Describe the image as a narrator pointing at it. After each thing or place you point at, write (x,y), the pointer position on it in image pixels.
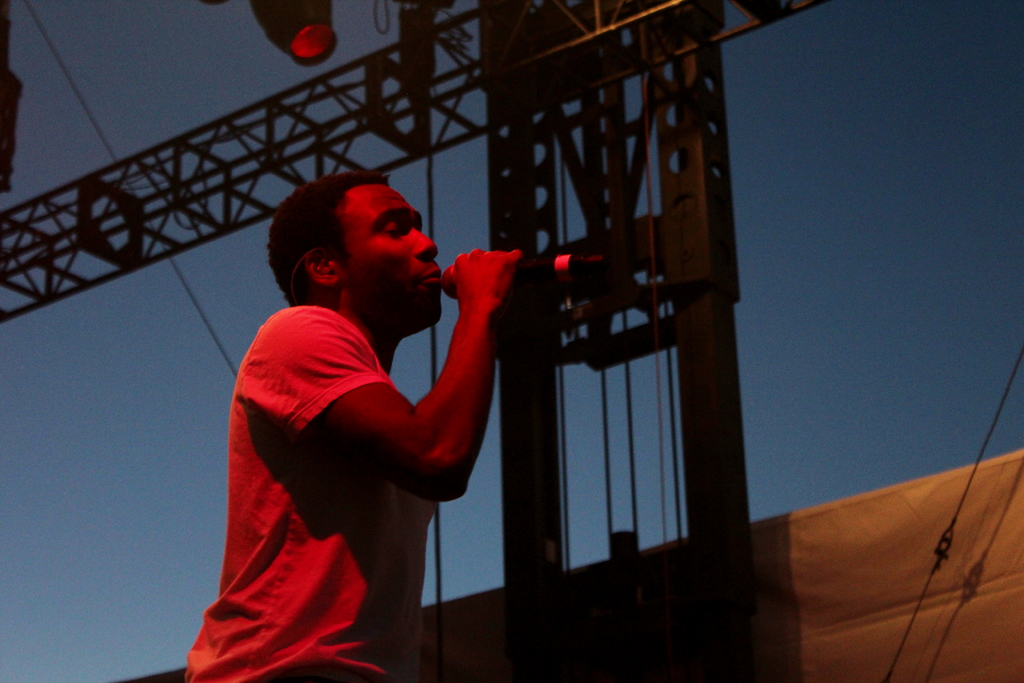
Here in this picture we can see a person (376,415) standing over a place and singing with a microphone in his hand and we can see red colored light (468,441) on him and beside him we can see iron frame (492,172) present and we can see the sky (785,381) is clear.
